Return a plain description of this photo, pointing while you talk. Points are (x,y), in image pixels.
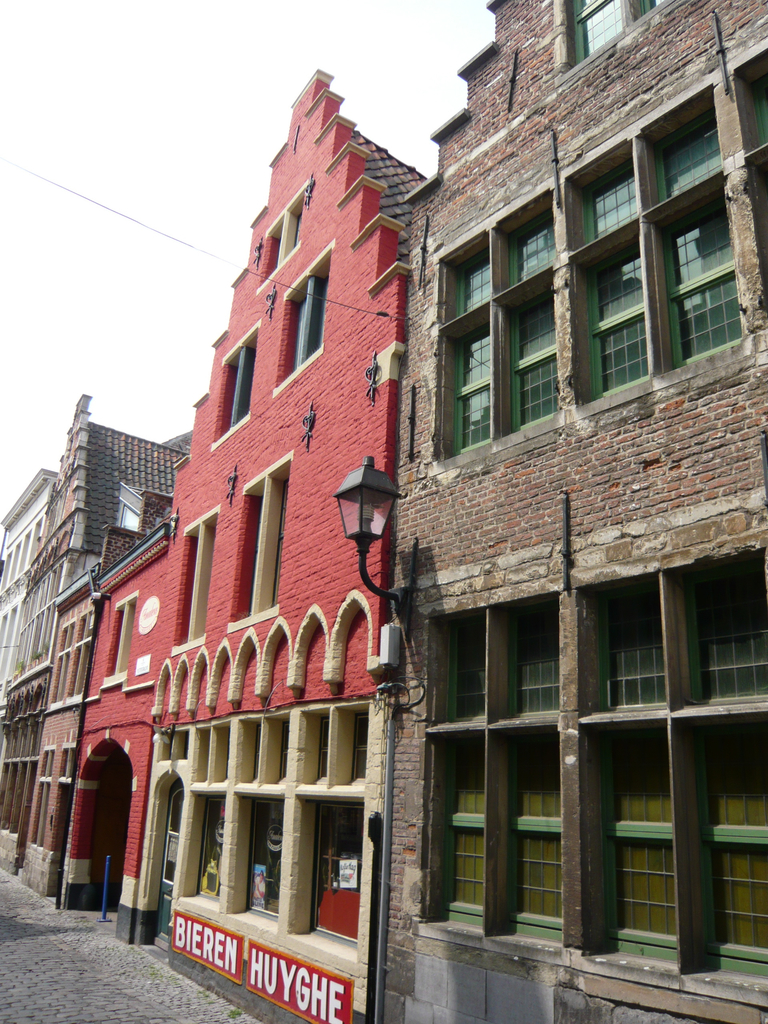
In this image I can see few buildings (569,566) which are brown, red and cream in color and I can see a street light (373,520). In the background (29,138) I can see the sky (121,159).
